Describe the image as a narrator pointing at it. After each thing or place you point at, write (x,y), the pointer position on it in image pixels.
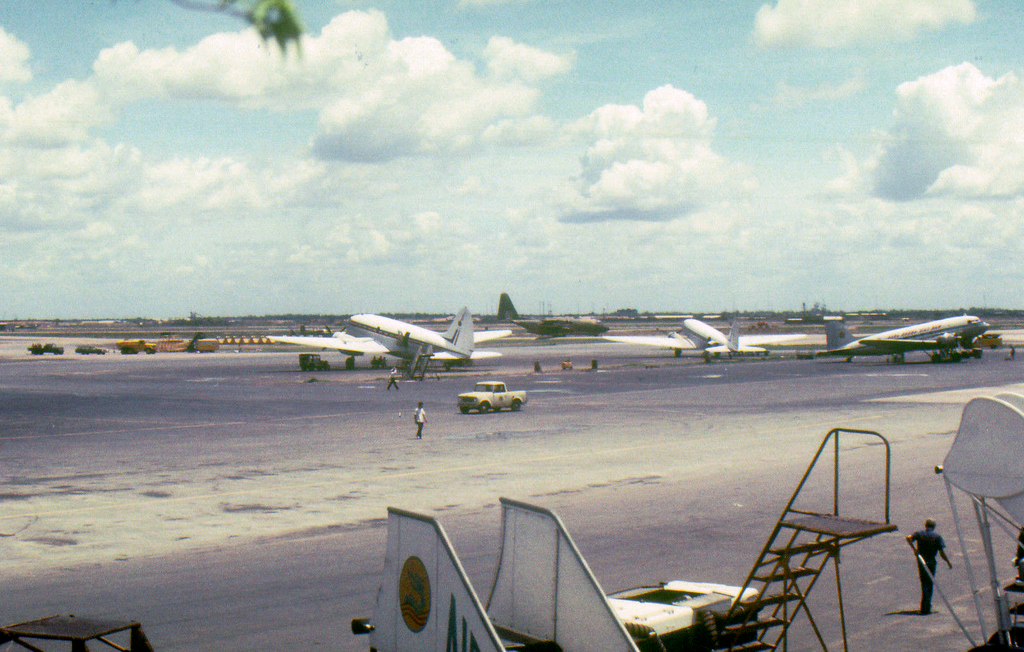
In the image we can see there are aeroplanes (965,331) which are parked on the runway road (562,346) and there are other vehicles (488,391) standing beside the aeroplane (398,343). There are people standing on the runway road (412,452) and in front there are stairs stand (750,645).
